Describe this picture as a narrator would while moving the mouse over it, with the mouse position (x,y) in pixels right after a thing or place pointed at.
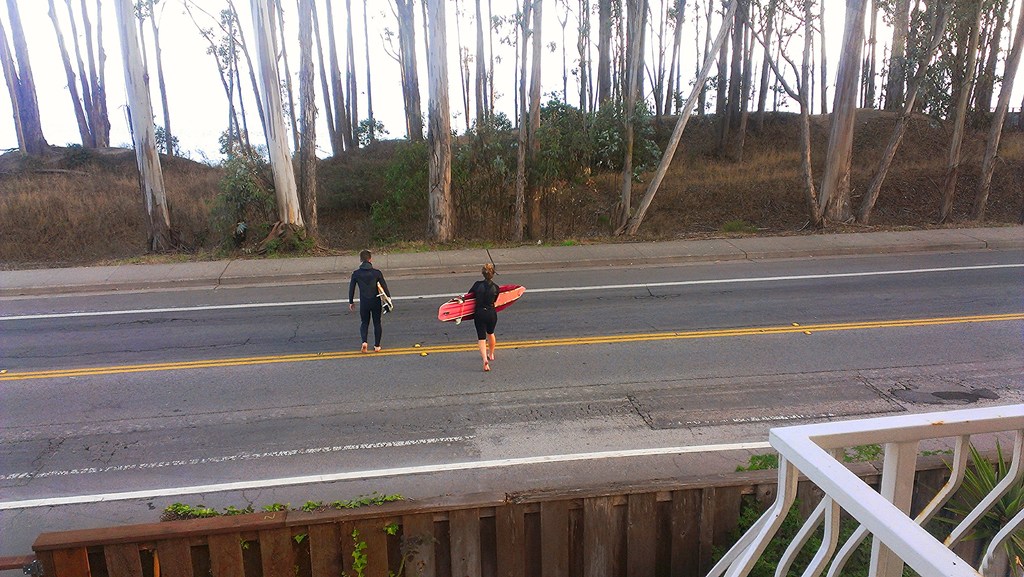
At the bottom of the image (216,562) we can see a fencing (134,532). Behind the fencing (190,551) there are some plants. In the middle of the image (370,263) two persons (360,272) are walking on the road (346,330) and holding surfboards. At the top of the image (588,165) we can see some trees (313,137). Behind the trees (255,16) we can see the sky (1023,58).
